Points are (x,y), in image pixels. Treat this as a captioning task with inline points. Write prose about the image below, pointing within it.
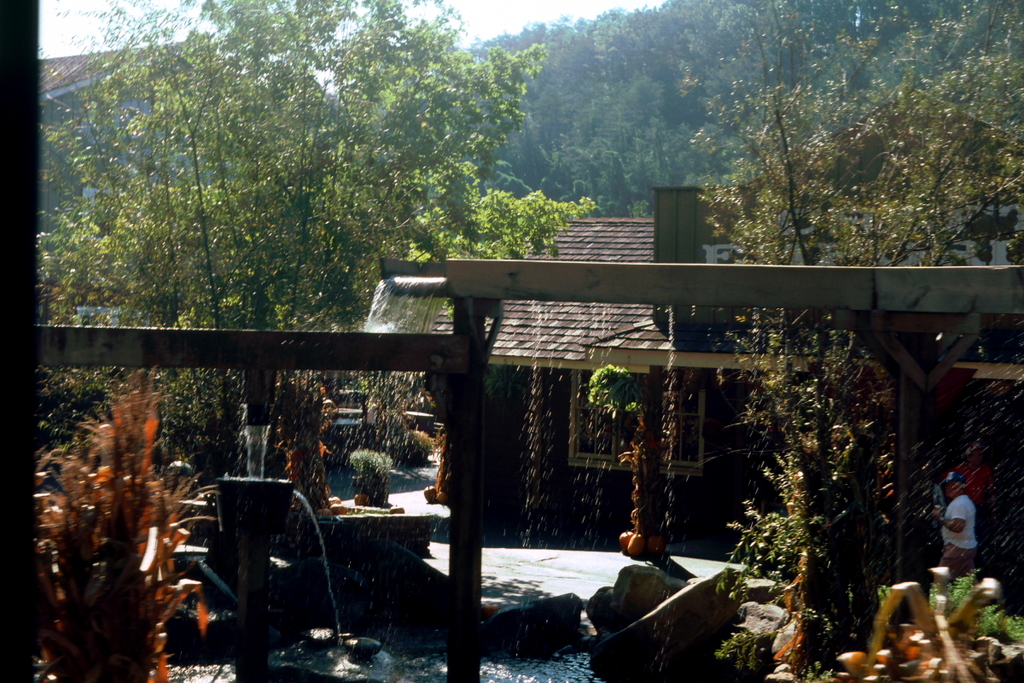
In the image we can see there are people (968,519) standing and wearing clothes (964,507). Maybe it's raining, we can even see there are trees (528,153), stones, house (554,388) and the sky (56,36).
